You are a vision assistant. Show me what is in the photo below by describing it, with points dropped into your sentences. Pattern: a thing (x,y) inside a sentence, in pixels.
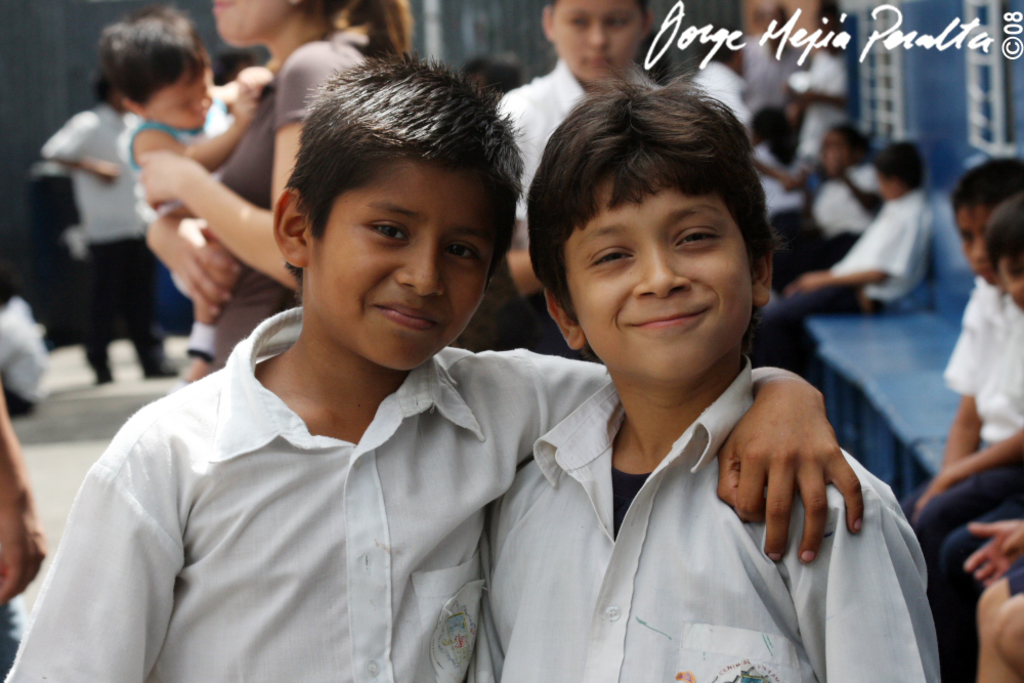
In this picture we can see two boys (411,616) smiling and in the background (91,139) we can see a group of people (840,217) where some are standing and some are sitting.
